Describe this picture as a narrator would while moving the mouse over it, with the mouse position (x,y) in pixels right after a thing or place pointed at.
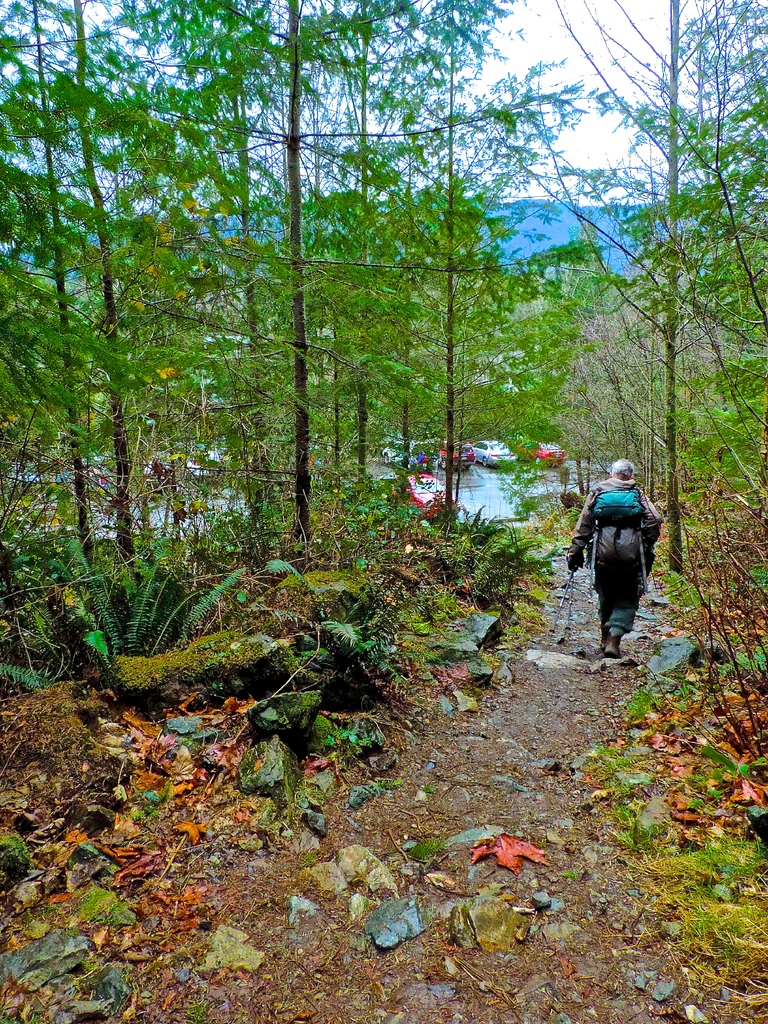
In this image a person (620,541) is walking on the path (419,804) carrying backpack (617,506). On both sides there are trees (532,445). In the background (467,466) few cars (491,458) are parked on the road (464,482).
